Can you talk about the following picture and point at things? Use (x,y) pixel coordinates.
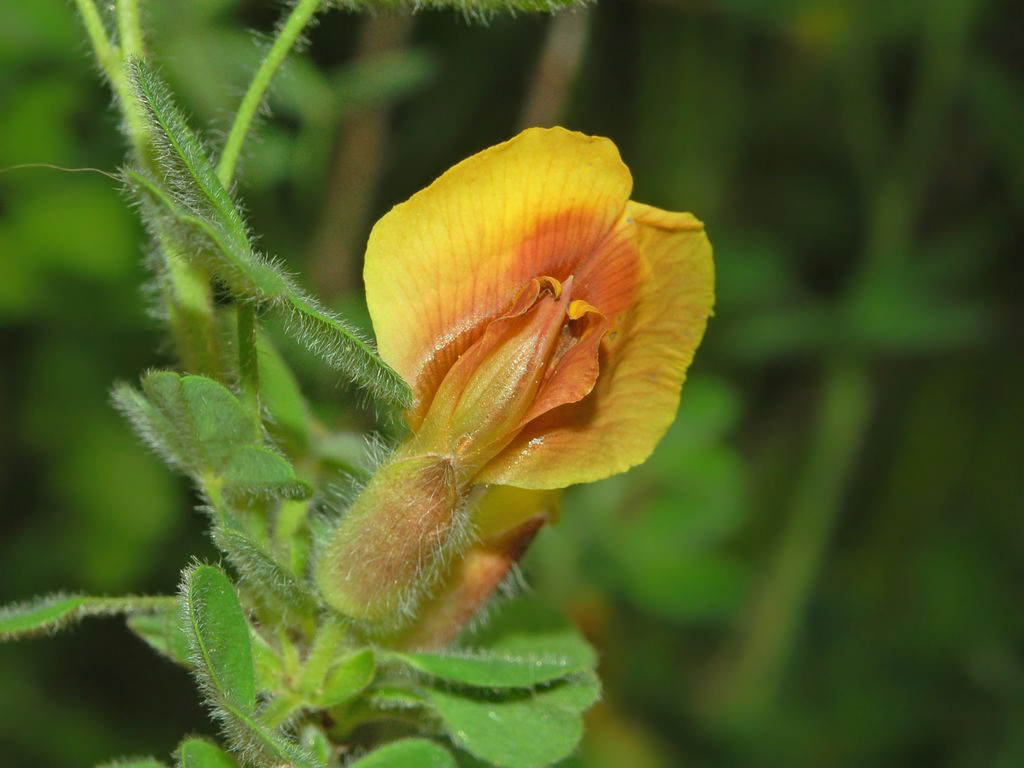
In this image I can see a flower (506,198) which is yellow and orange in color to a plant (341,567) which is green in color. I can see the blurry background (528,53) which is green and black in color.
